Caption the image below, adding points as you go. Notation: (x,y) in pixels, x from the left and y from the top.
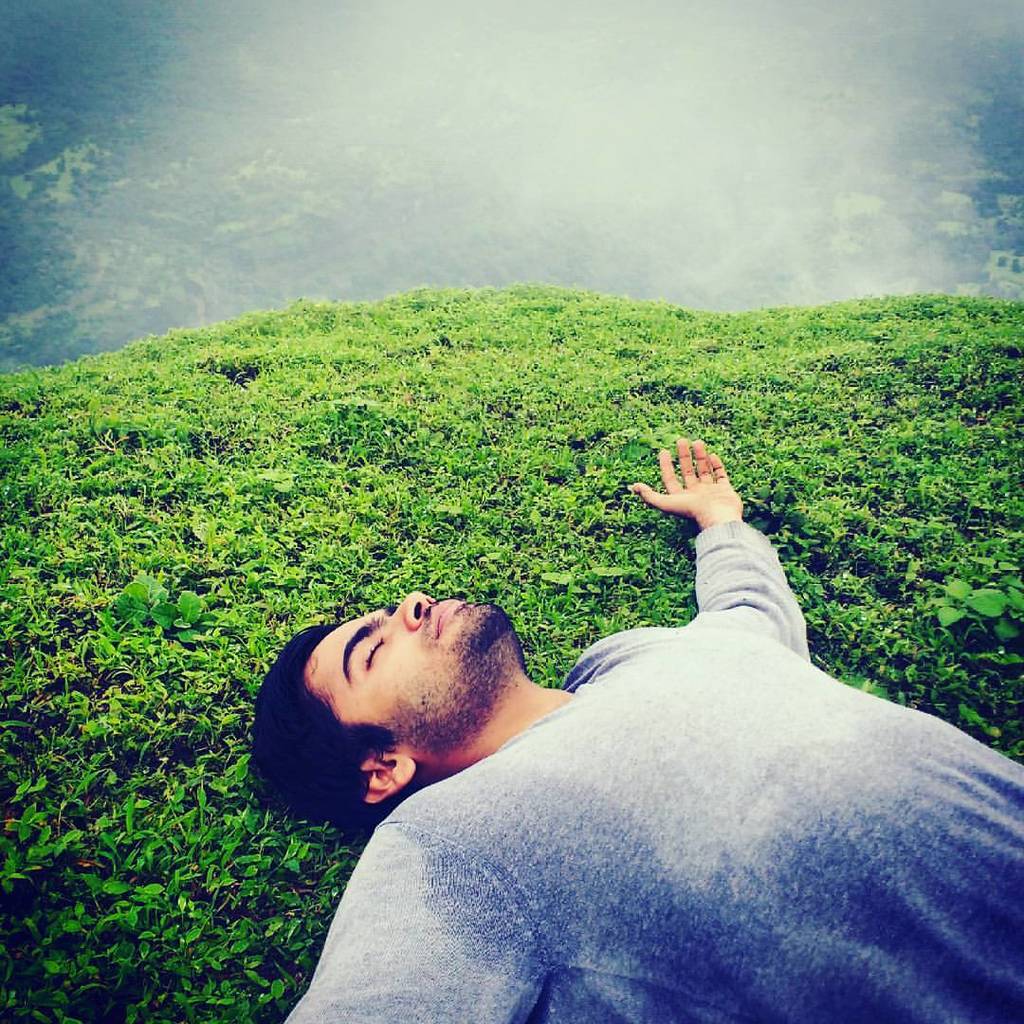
In this image I can see the hill view (572,353) and I can see a person (427,702) laying on ground (458,292) and I can see a fog (900,100).
